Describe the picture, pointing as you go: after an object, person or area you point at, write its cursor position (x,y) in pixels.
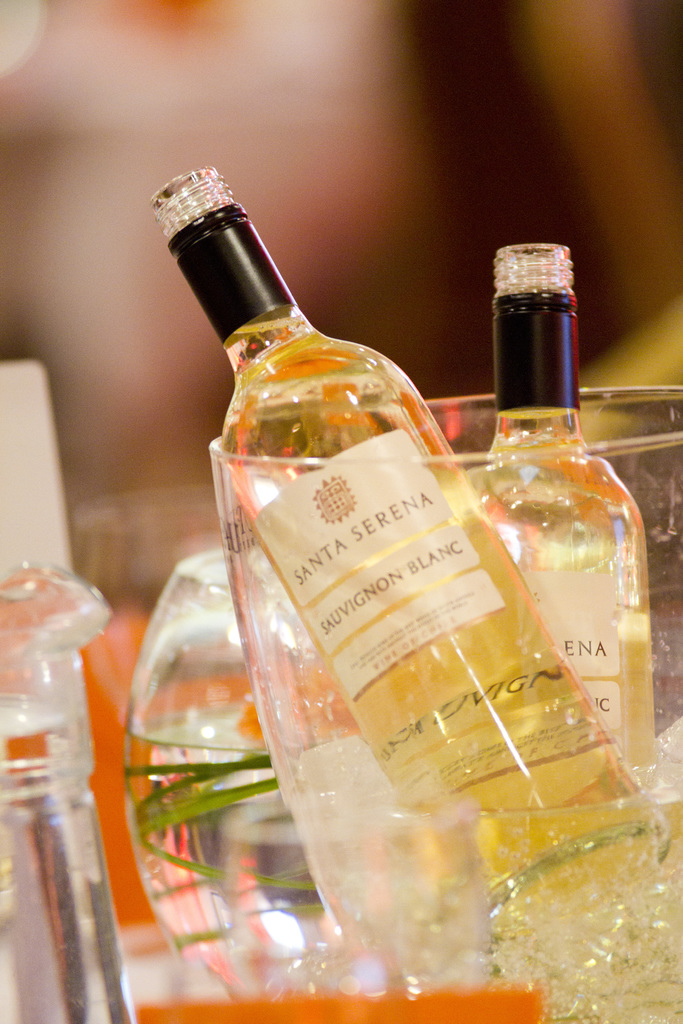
In this picture we can see bottles (474,476) with stickers (325,542) to it and drink (467,493) in it are placed in a bucket (304,707) with ice cubes (611,923) and water (609,910) in it and aside to this we have a jar (177,742) with water (164,848) and in the background (280,147) it is blur.
